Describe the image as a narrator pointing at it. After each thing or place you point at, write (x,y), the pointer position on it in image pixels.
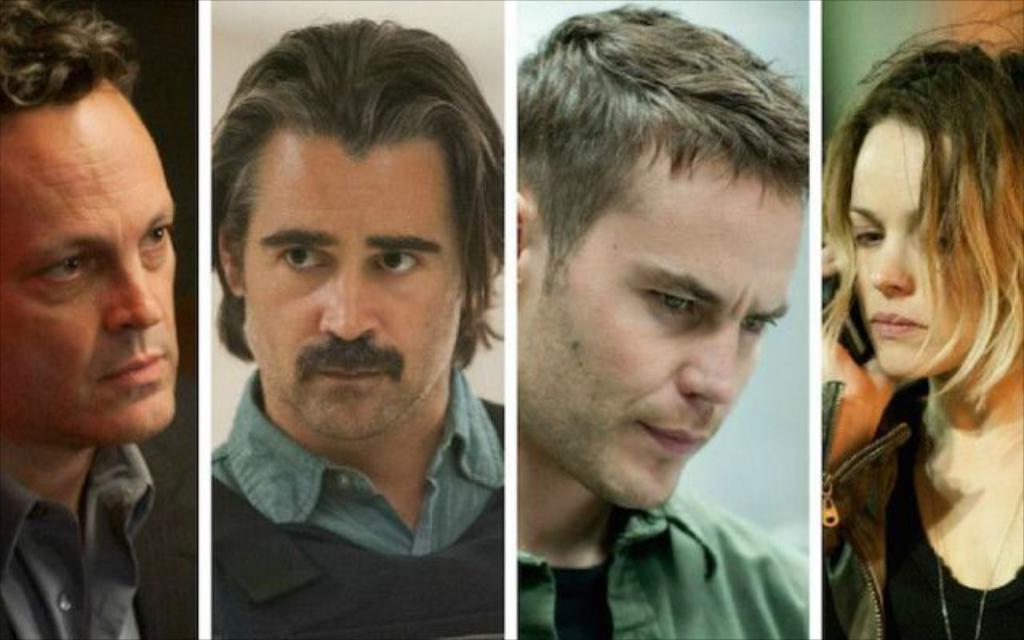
It is a collage image, there are total four pictures, three of them were men (631,449) and in the fourth picture there is a woman (952,452).
